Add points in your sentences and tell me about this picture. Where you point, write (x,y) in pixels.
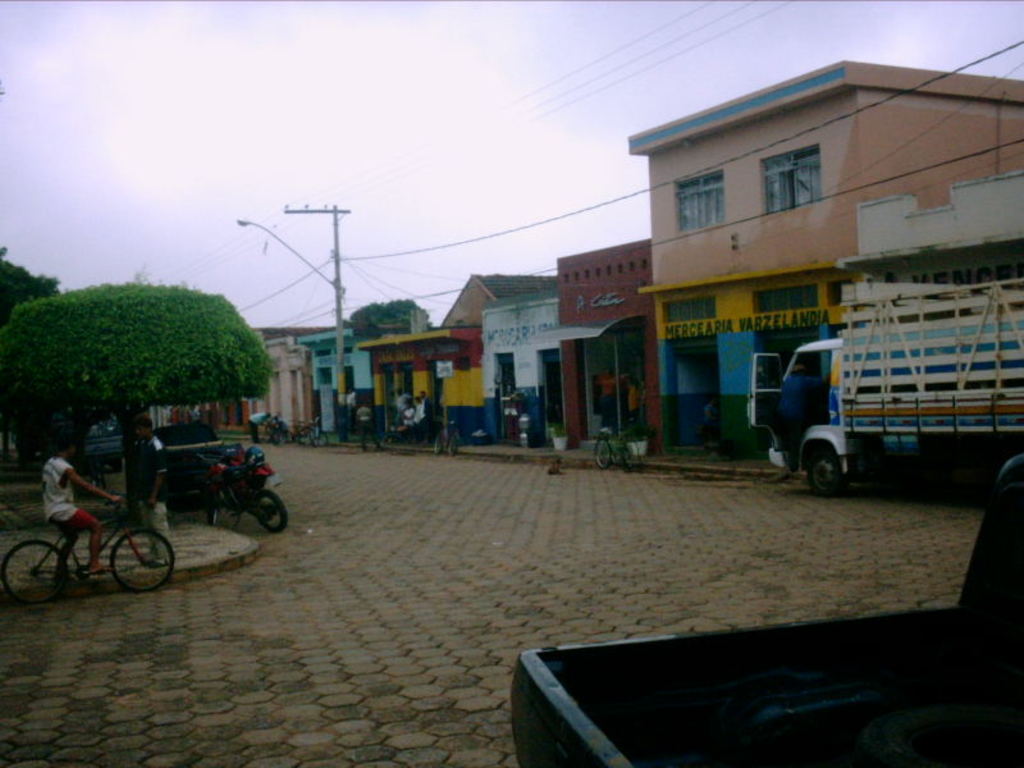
In this image I see the path (359,529) and I see a child (94,519) on this cycle (79,561) and I see few vehicles (859,405) and I see few people (162,457) and I see number of buildings (657,330) and I see the trees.
